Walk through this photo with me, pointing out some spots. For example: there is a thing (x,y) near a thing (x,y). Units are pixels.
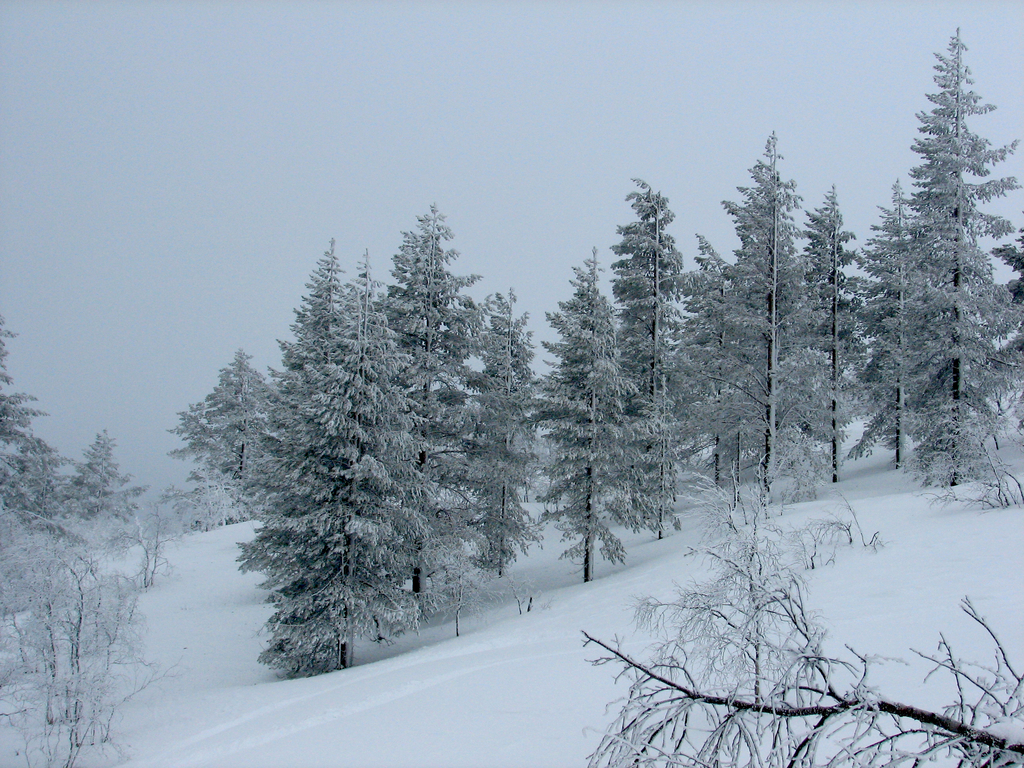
In this image we can see trees (546,474) and snow (551,662). In the background (199,169) there is sky (289,79).
